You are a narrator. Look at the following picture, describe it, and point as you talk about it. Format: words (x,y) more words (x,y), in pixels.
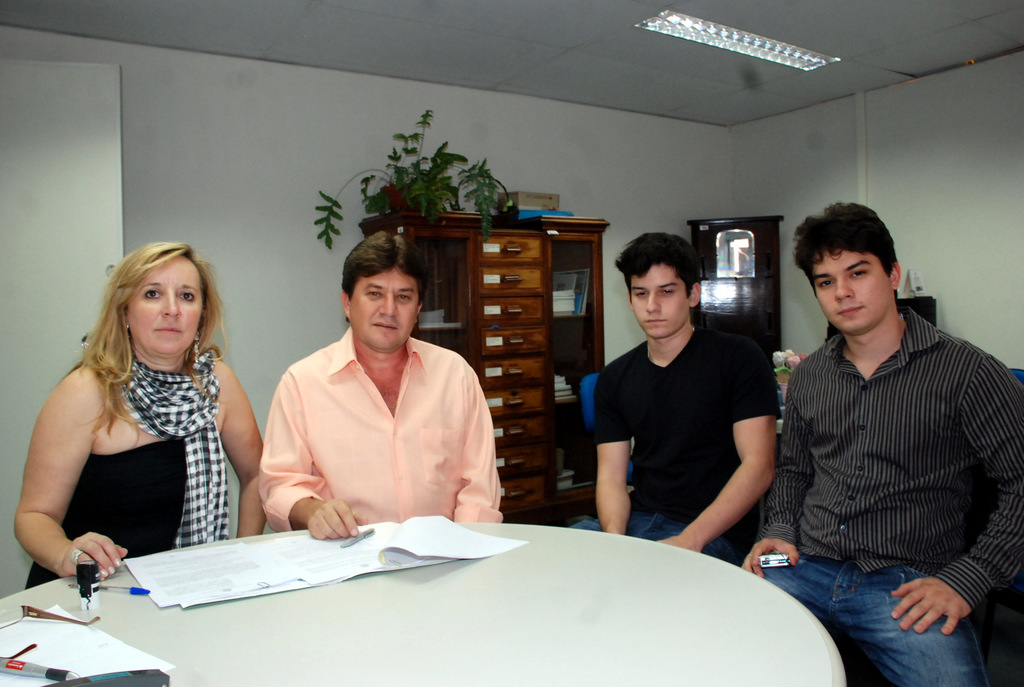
This picture shows a group of people (165,503) seated on the chairs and we see some papers (278,572), pens (101,587) on the table (711,650) and we see a rack (445,282) and a plant (440,185) on it
